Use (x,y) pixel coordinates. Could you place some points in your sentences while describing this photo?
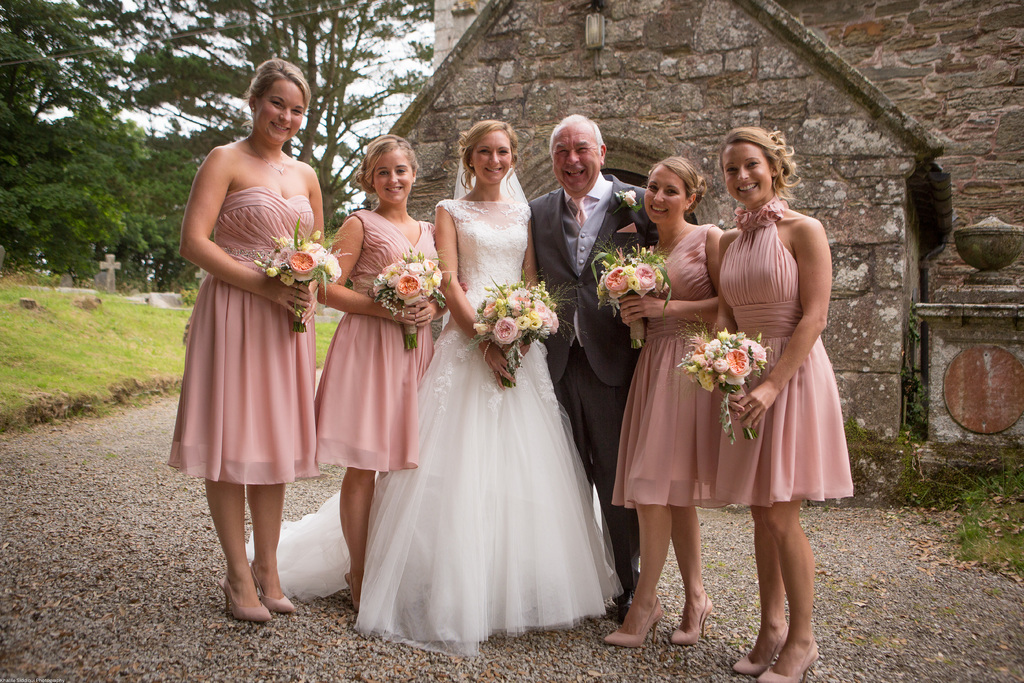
In this image, there are a few people (295,394). We can see the ground (185,543). We can see some grass (92,373), objects (100,288). We can see a house (473,75) and the wall (874,231). We can see some trees (263,43) and the sky (319,57).
